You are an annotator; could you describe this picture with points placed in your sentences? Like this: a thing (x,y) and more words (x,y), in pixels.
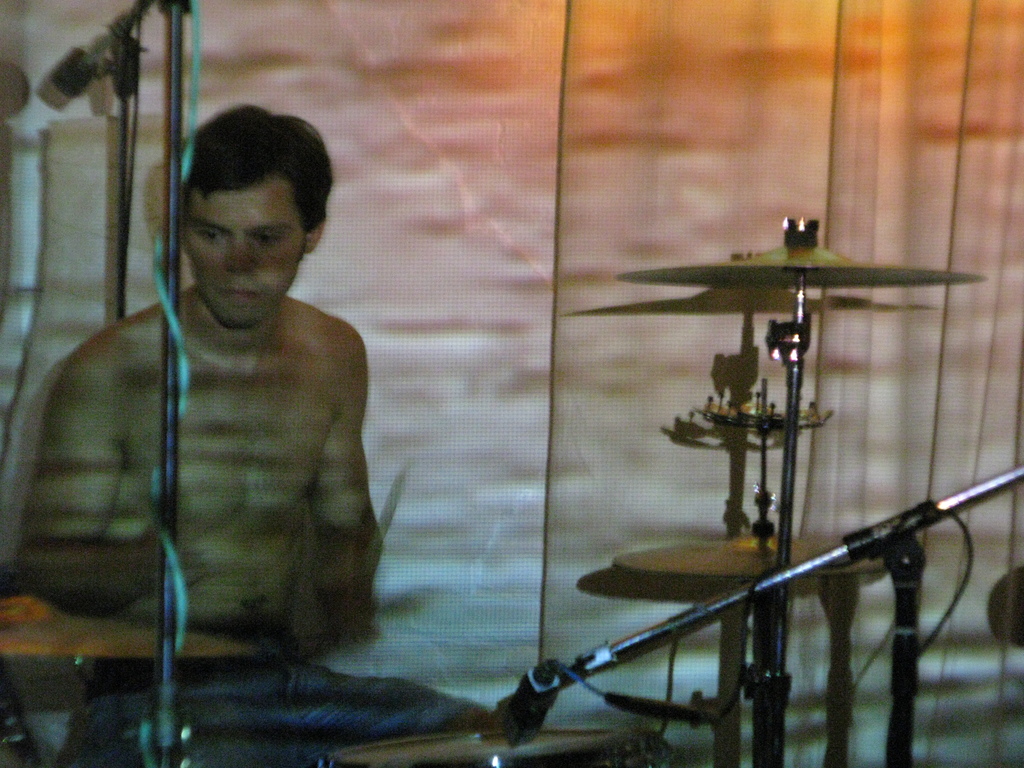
In this picture we can see a man (277,406), he is playing drums (769,615) in front of the microphones (539,674).
